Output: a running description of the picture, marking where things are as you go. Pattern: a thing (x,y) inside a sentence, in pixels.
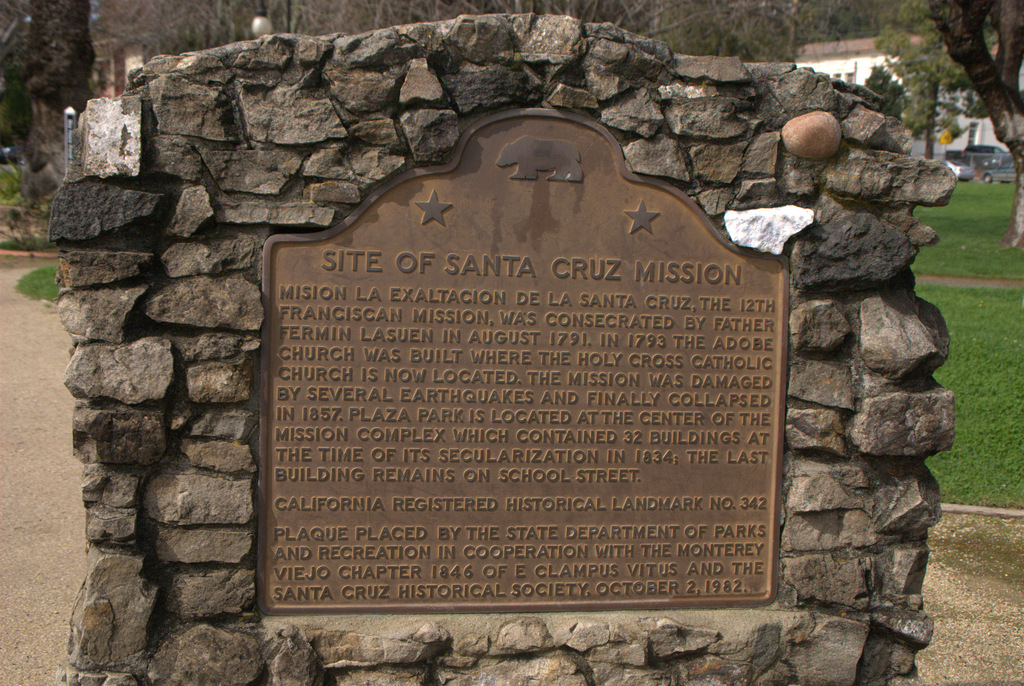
In this image we can see a memorial (417,479) with a stone wall (537,98). On that there is a board (510,306) with something written. In the background (486,0) there are trees (387,17). On the ground (987,264) there is grass (981,438). Also we can see vehicles (970,155).
